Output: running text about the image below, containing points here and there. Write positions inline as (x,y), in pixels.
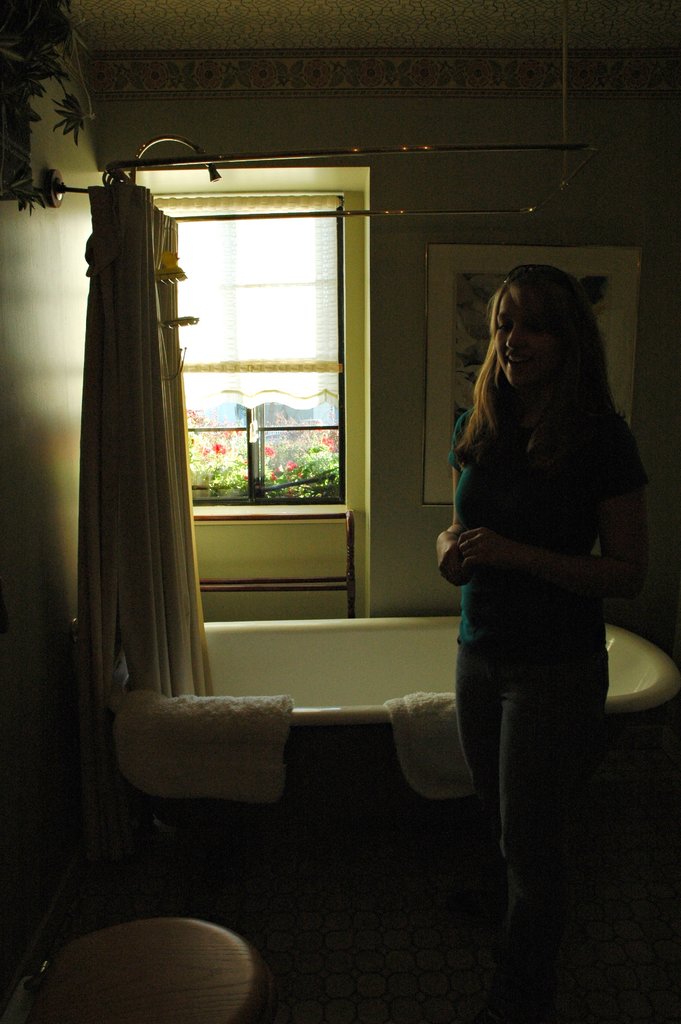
In this image I can see a woman (590,633) is standing on the floor (641,923), the toilet seat (159,986), the bath tub (300,754), few clothes (259,723) on the tub (294,748), the wall (382,435), a photo frame (475,244) attached to the wall (458,119), the curtain (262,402) and the window (266,459) through which I can see few plants (283,459).
